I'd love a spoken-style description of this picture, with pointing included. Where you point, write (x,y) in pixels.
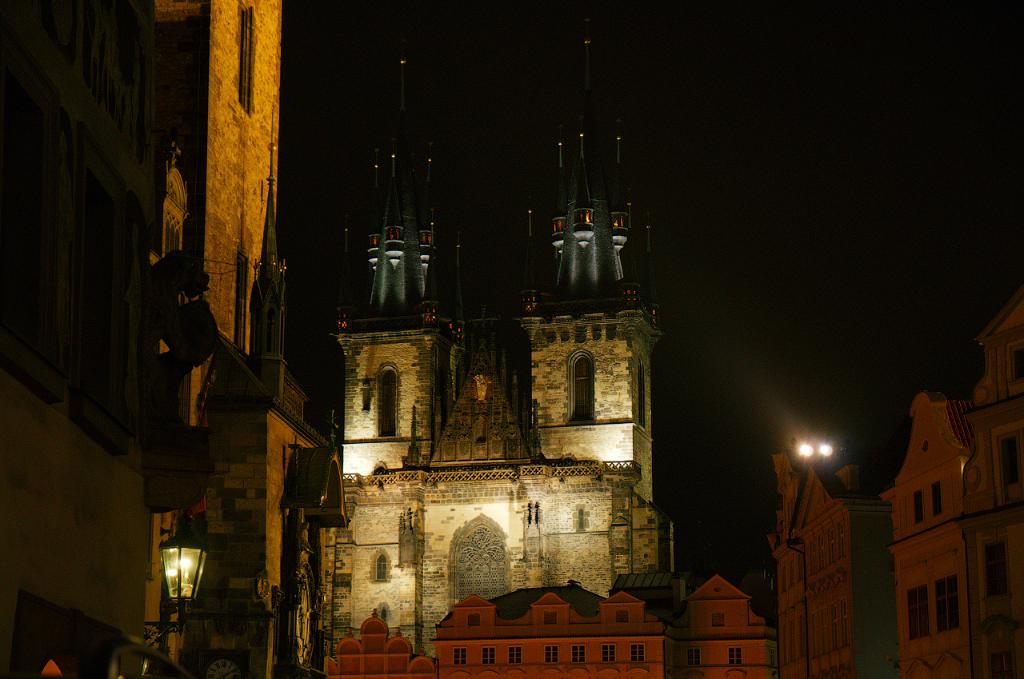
In the picture there are buildings (397,161), there are lights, there is a dark sky (661,316).
